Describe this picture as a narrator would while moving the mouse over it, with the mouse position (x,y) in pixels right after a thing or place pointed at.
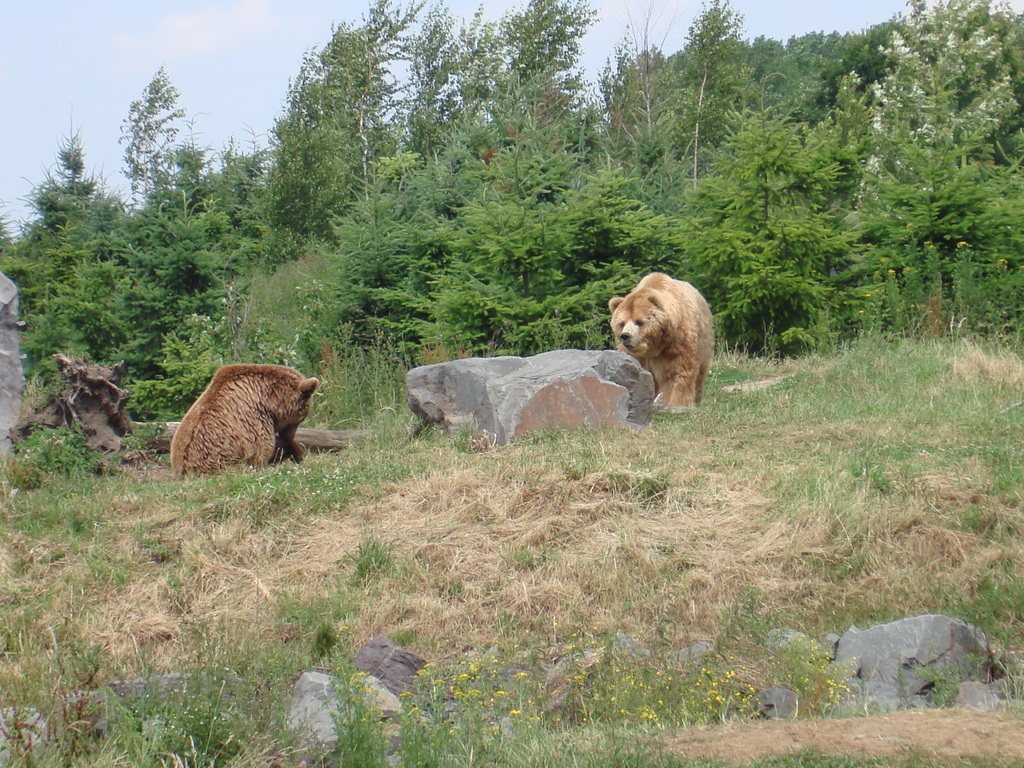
In the foreground of this image (252,422), there are two bears (639,336) on the grass (419,471). In the background (752,231), we see trees (684,216), rocks (943,648), plants (611,701), grass (719,485) and the sky (201,90).
